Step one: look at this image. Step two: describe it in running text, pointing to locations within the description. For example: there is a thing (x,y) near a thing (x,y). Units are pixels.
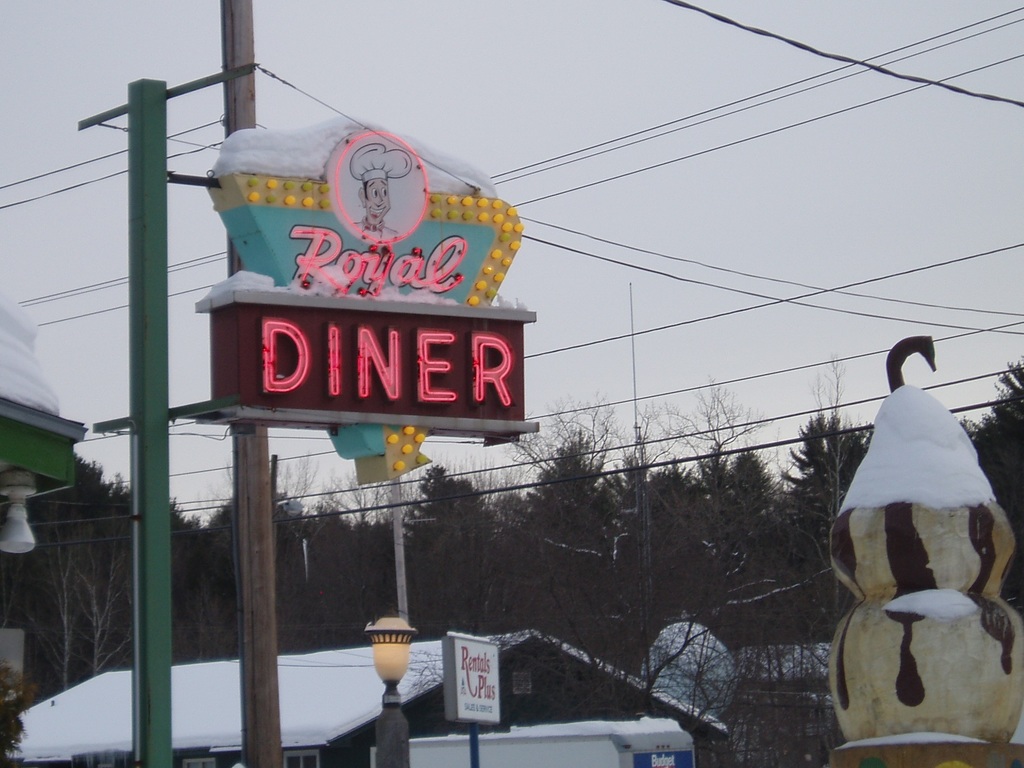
In the foreground of the picture (269,202) we can see buildings (565,710), pole (185,91), board (292,276) and cables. In the middle of the picture (678,478) there are trees (130,586), snow (300,706) and house (612,681). At the top (419,88) there is sky (911,169).
